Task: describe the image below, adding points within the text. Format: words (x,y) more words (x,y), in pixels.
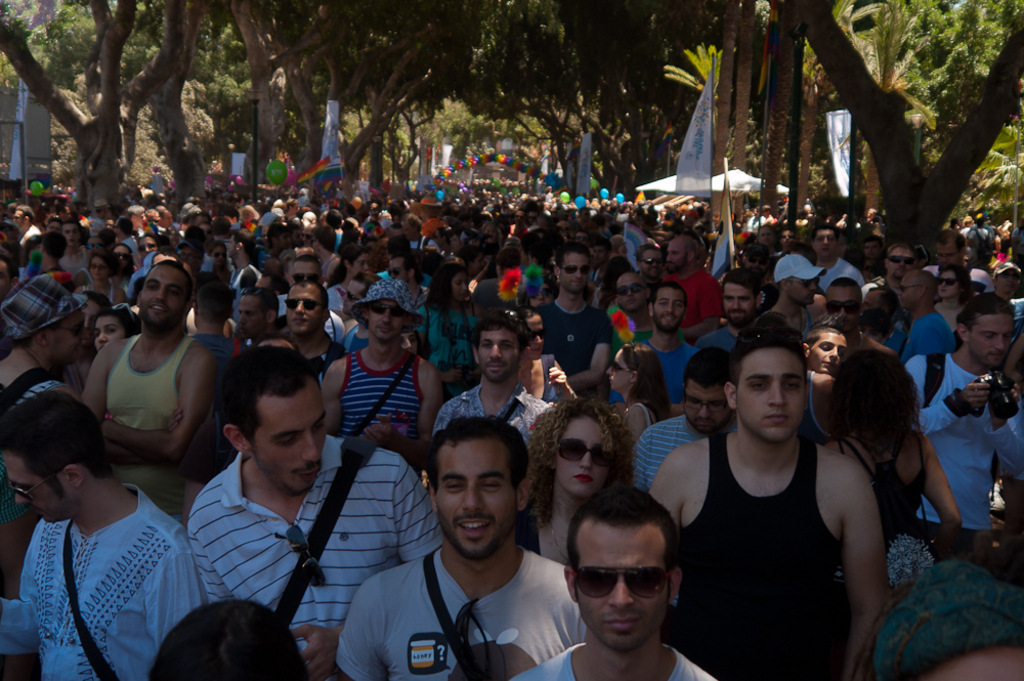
In the image we can see there are people (462,250) around, wearing clothes (256,264) and some of them are smiling. Some of them are wearing goggles (631,575) and cap (753,256). Here we can see trees (969,142), flags (700,176) and balloons (272,173). Here we can see people (458,518) carrying bags (927,389).
